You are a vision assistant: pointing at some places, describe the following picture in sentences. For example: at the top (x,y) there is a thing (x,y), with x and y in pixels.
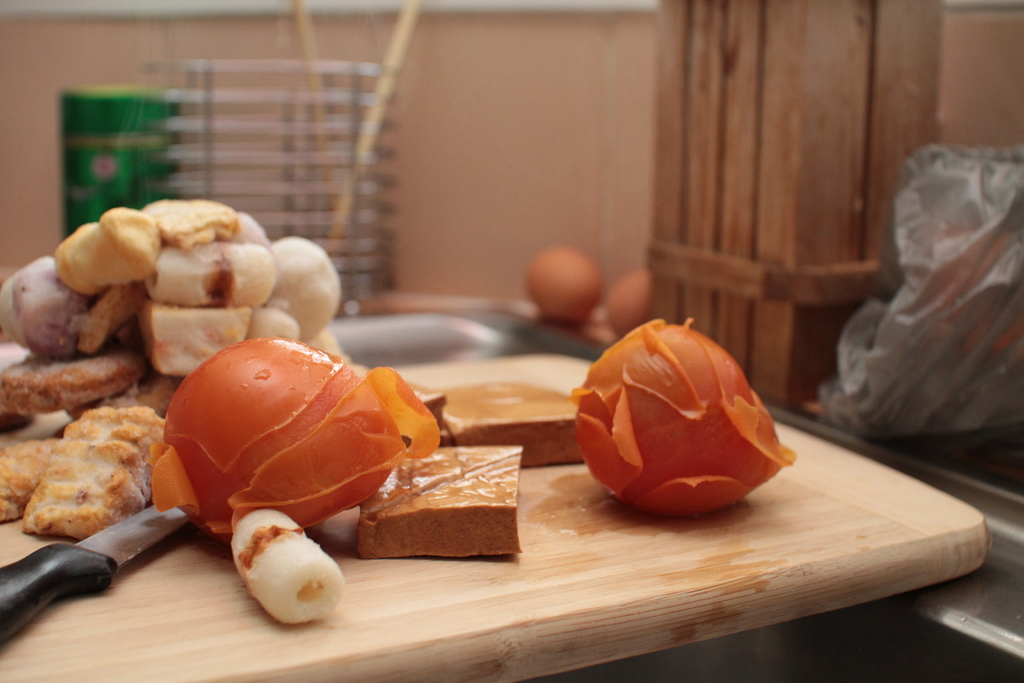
In the foreground of the picture (810,471) I can see the wooden table (609,501). I can see tomatoes (253,425), sweet items (193,350) and a knife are kept on the wooden table (609,521). I can see a wooden block (863,105) on the top right side (865,159). In the background (572,170), I can see two objects (283,121) and a wall (564,138). There is a plastic cover package (923,270) on the right side (984,341).
